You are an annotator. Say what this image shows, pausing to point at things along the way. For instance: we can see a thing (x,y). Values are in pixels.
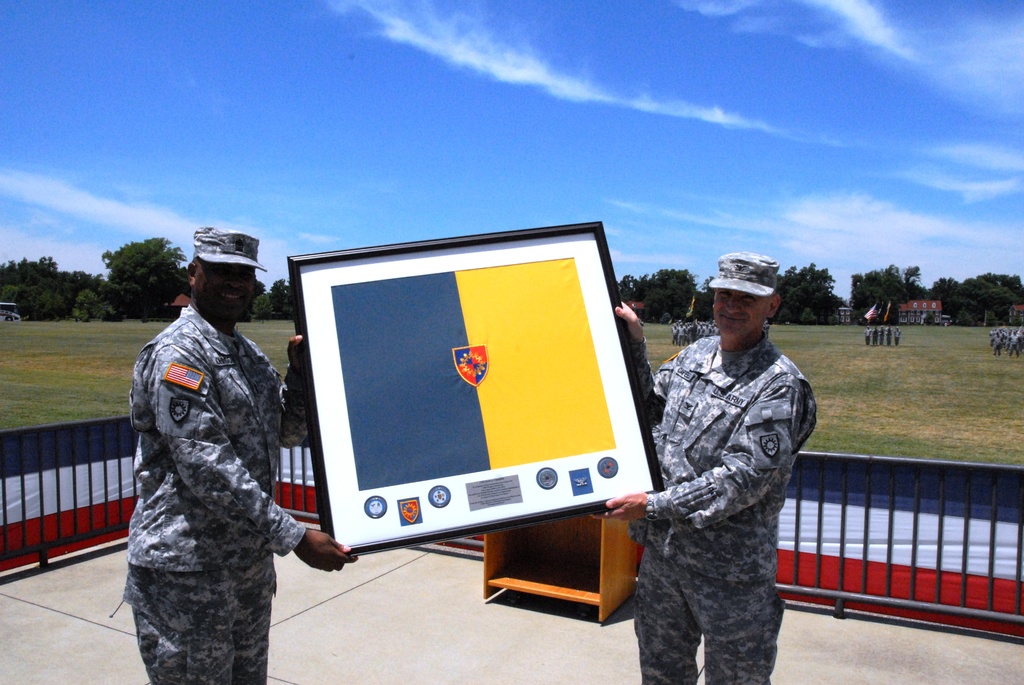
In front of the image there are two army personnel (225,493) holding a photo frame (433,480), behind them there is a wooden object (524,549), behind the object (544,555) there is a metal rod fence (56,465) covered with a cloth (813,502), in the background of the image (876,320) there are a few people (1001,342) standing by holding flags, behind them there are trees (57,301) and buildings (907,316), at the top of the image (575,64) there are clouds (468,66) in the sky (411,229).
